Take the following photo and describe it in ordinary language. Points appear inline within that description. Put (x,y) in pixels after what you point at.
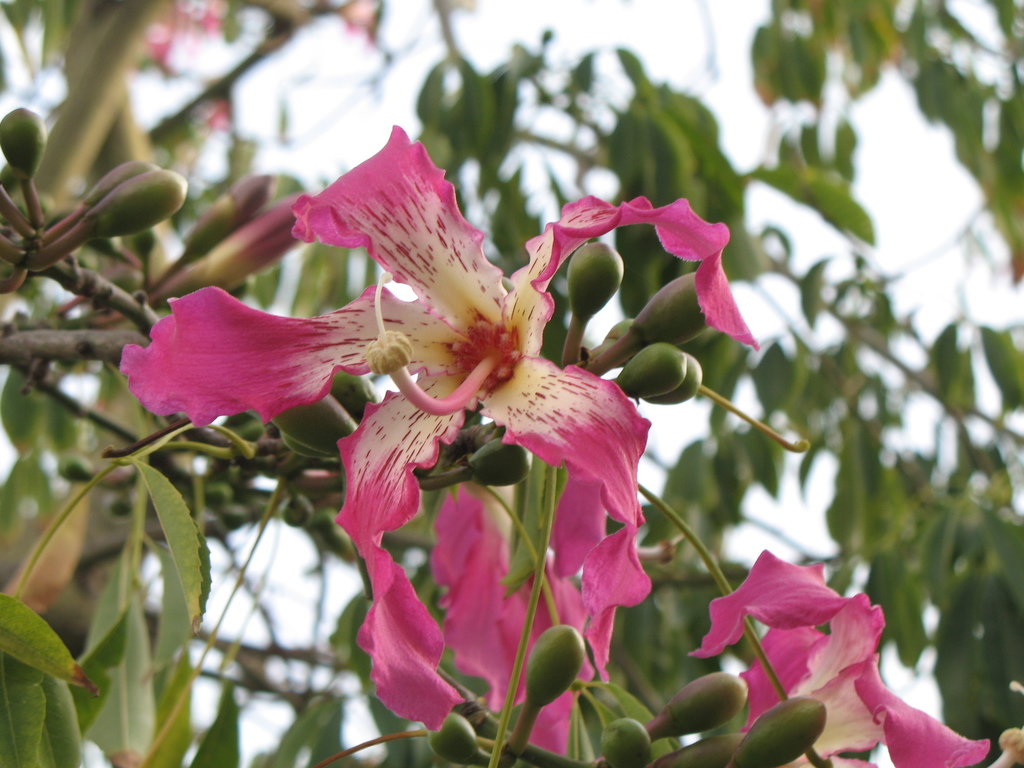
In this image there is a tree (126,263) for that tree (105,45) there are flowers (602,422) and buds (658,760), in the background (784,178) it is blurred.
